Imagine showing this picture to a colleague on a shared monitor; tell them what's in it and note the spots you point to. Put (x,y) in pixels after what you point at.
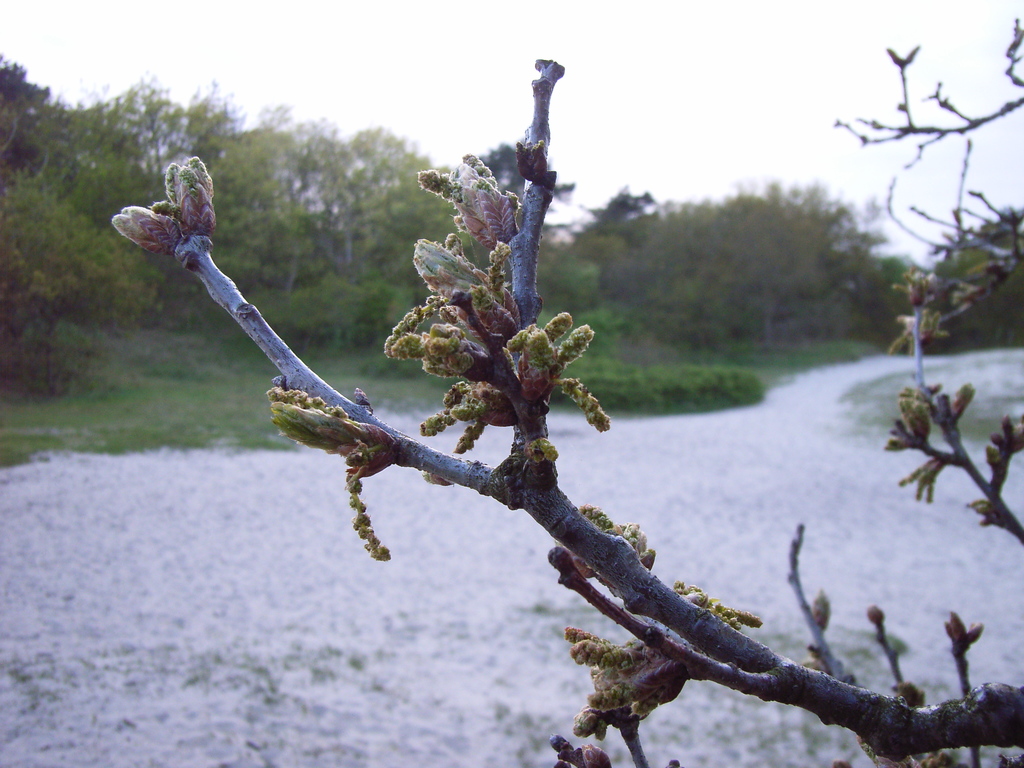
In this image I can see the plant (547,494) and there are few buds (479,377) to it. To the left (293,314) I can see many trees (572,303). And in the back (392,89) I can see the white sky (518,88).
